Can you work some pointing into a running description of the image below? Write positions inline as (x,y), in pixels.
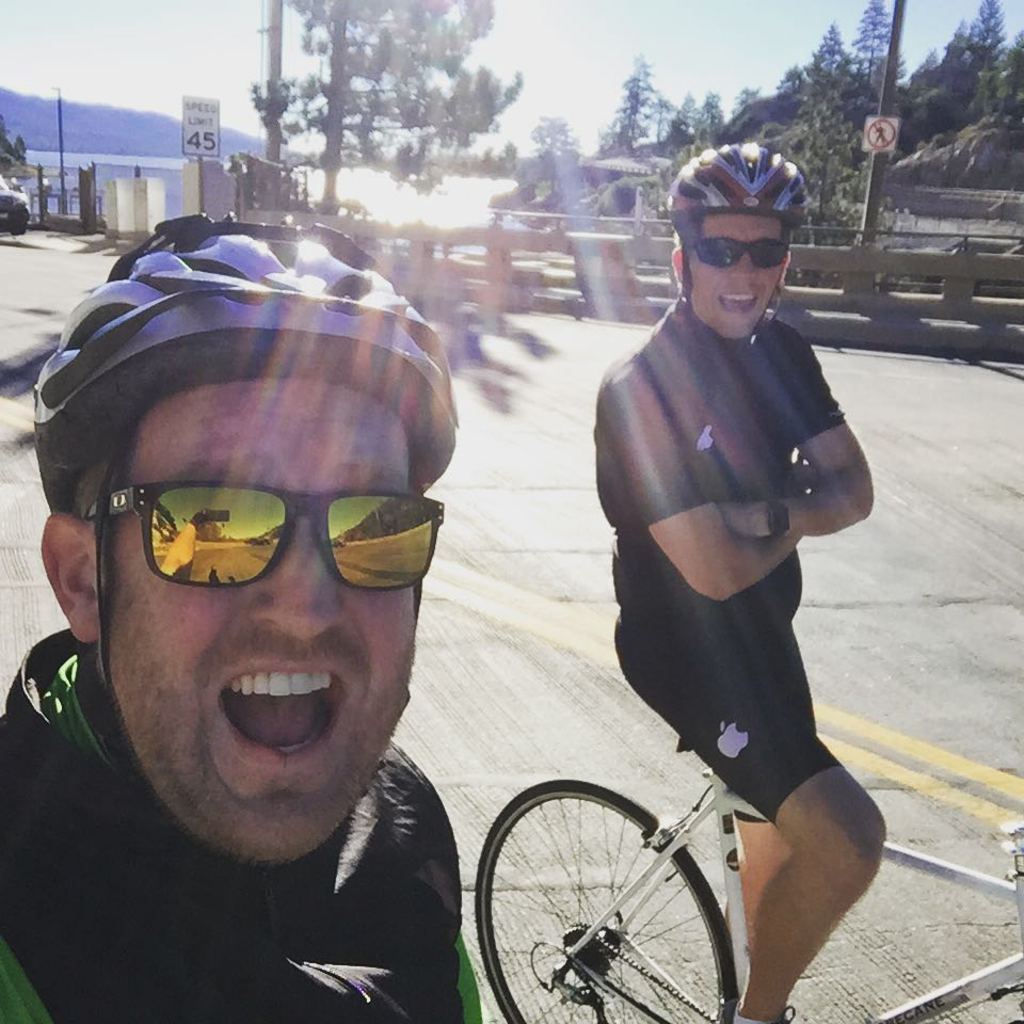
In this picture there are two persons (182,732) those who are riding the bicycle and its a day time, there are some trees (429,25) around the area of the image and the place where they are standing is area of the bridge (865,282).
